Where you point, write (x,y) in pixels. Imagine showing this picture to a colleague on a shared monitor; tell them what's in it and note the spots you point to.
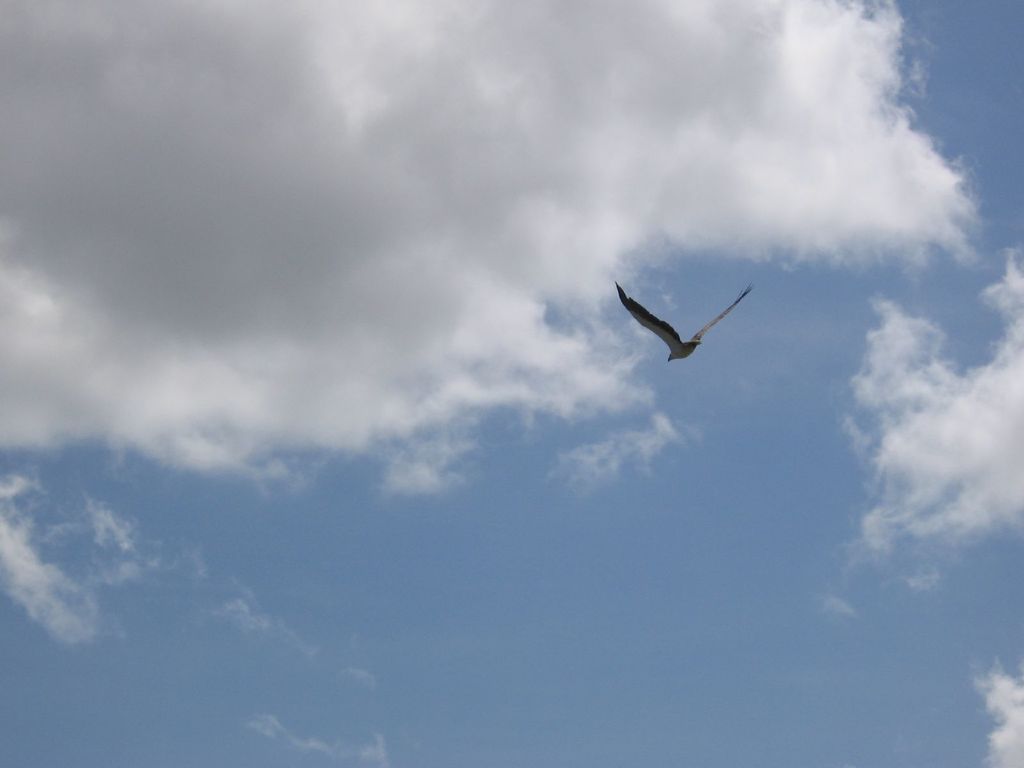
In this image we can see a bird (693,344) flying. In the background (653,337) we can see the sky (875,696) with some clouds (450,218).
